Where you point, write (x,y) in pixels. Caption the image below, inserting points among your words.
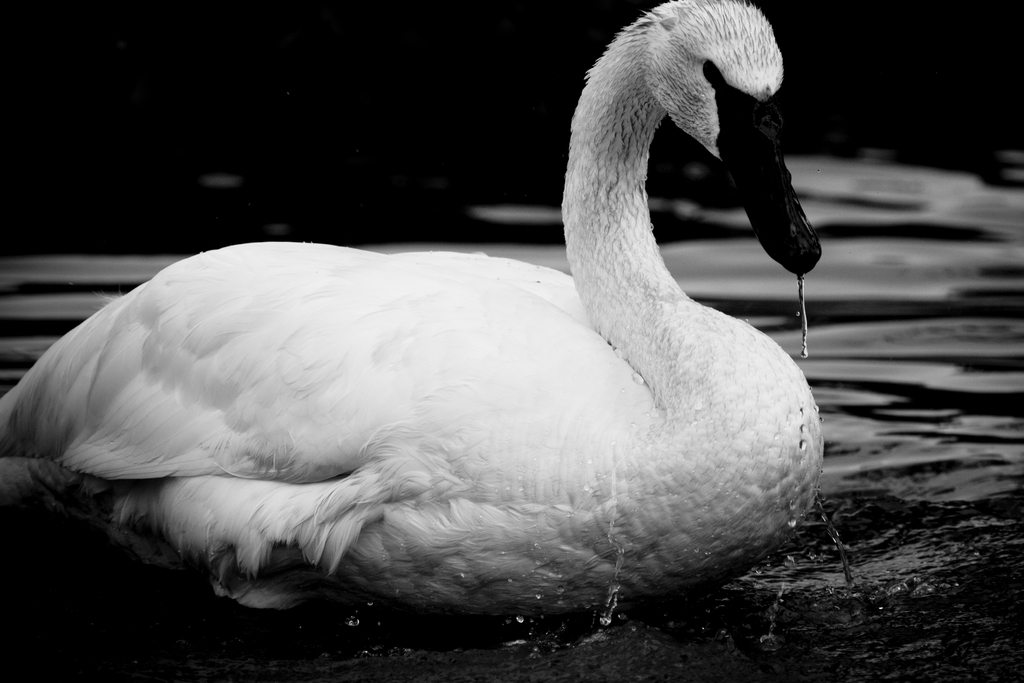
In this picture we can see a bird (572,468), here we can see water (786,293) and in the background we can see it is dark.
